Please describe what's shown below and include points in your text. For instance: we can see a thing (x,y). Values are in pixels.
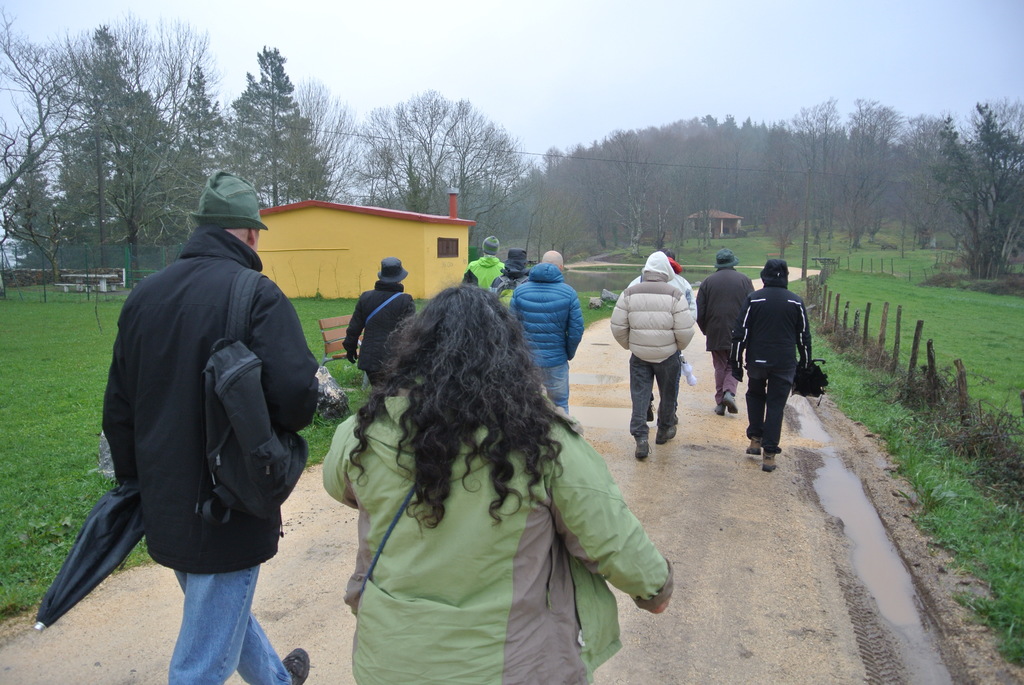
In this image there are persons (429,408) walking. On the left side (311,252) there is grass (96,370) on the ground (31,290), there is an empty bench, there is a house (271,251) and there are trees (53,232). On the right side (829,260) there are wooden poles (868,339), there's grass (957,348) on the ground (971,293) and there are trees (990,267). In the background (663,198) there are trees (663,198) and there is a shelter (722,226) and the sky (619,65) is cloudy.
